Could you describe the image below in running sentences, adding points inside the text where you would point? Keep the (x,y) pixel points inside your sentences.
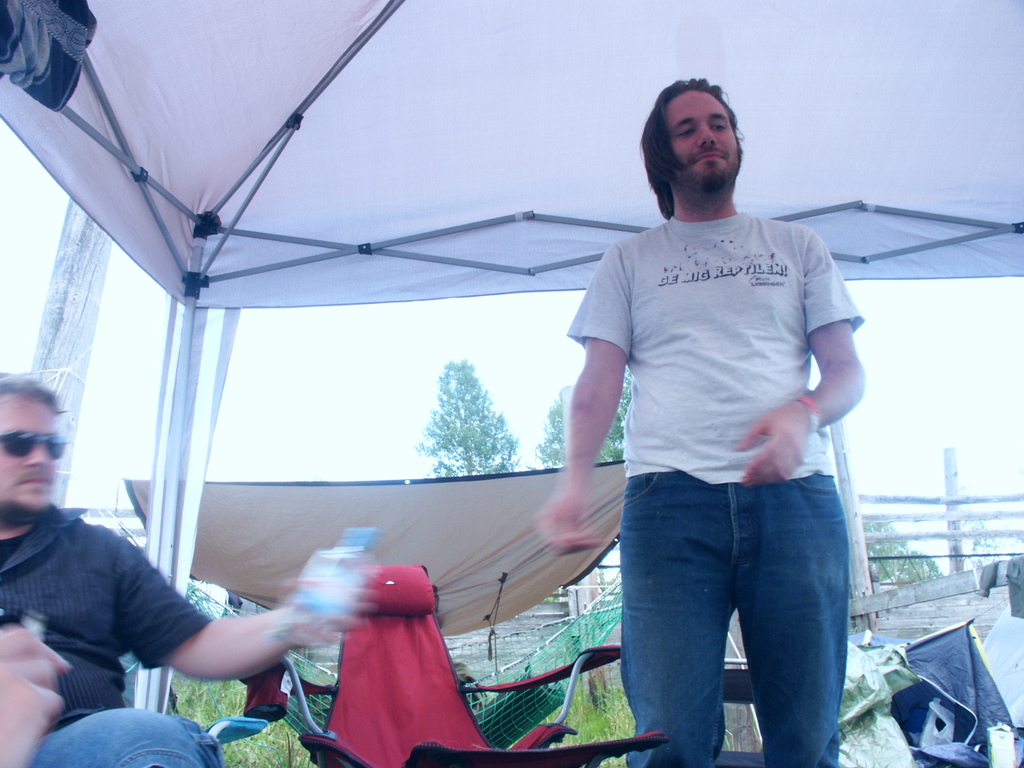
In this image there is the sky (347,370), there are trees (474,401), there are tents (287,299), there is a tent (466,52) towards the top of the image (872,100), there is a man (723,328) standing, there is a man (118,582) sitting and holding a water bottle (322,577), there is a hammock (566,645), there is a chair (408,650), there are objects (924,714) towards the bottom of the image (946,738), there is an wooden fencing (951,518) towards the right of the image (935,517), there is grass (613,689).
